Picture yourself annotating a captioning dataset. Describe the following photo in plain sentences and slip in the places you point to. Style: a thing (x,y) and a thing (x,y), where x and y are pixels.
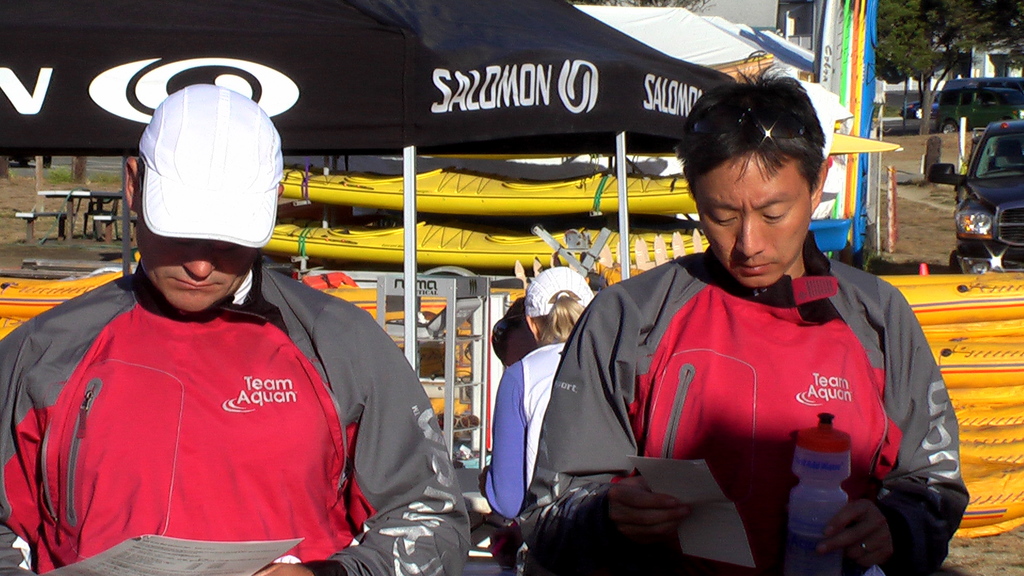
In the image we can see there are people (568,365) standing and holding papers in their hand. They are wearing red colour jackets (631,346) and there are other people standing at the back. Behind there are cars (980,149) parked on the road (940,237) and there are trees (921,64) and buildings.
